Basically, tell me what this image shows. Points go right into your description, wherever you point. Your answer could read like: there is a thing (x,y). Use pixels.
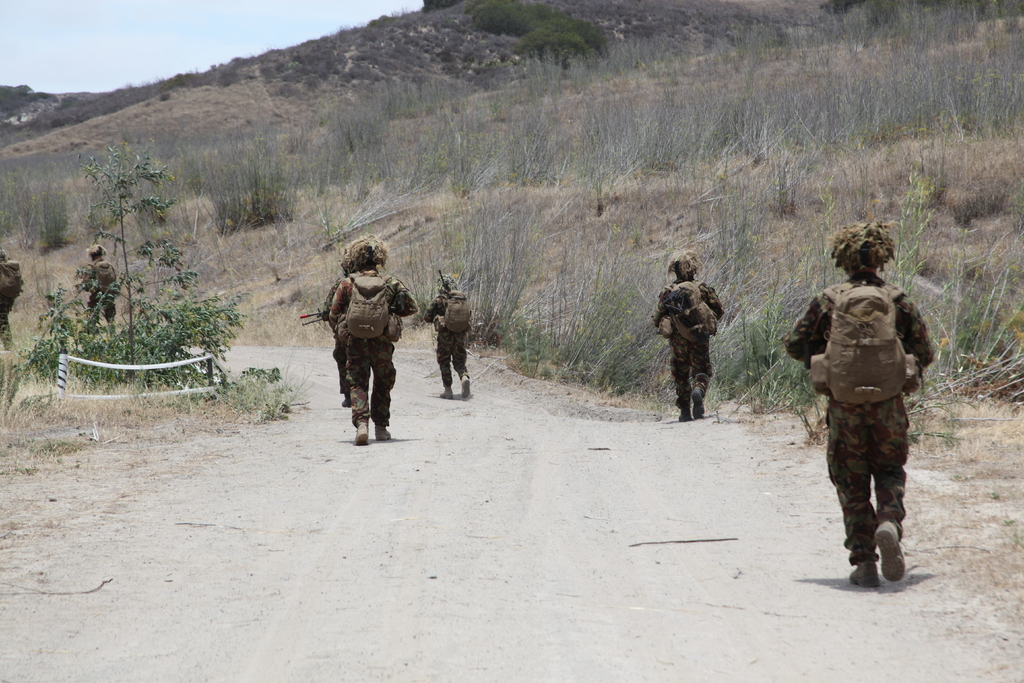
In this image we can see some people (341,328) wearing bags (341,328) walking on the pathway (424,416). On the backside (296,262) we can see some plants (366,210), trees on the hill (435,74) and the sky (263,9).
